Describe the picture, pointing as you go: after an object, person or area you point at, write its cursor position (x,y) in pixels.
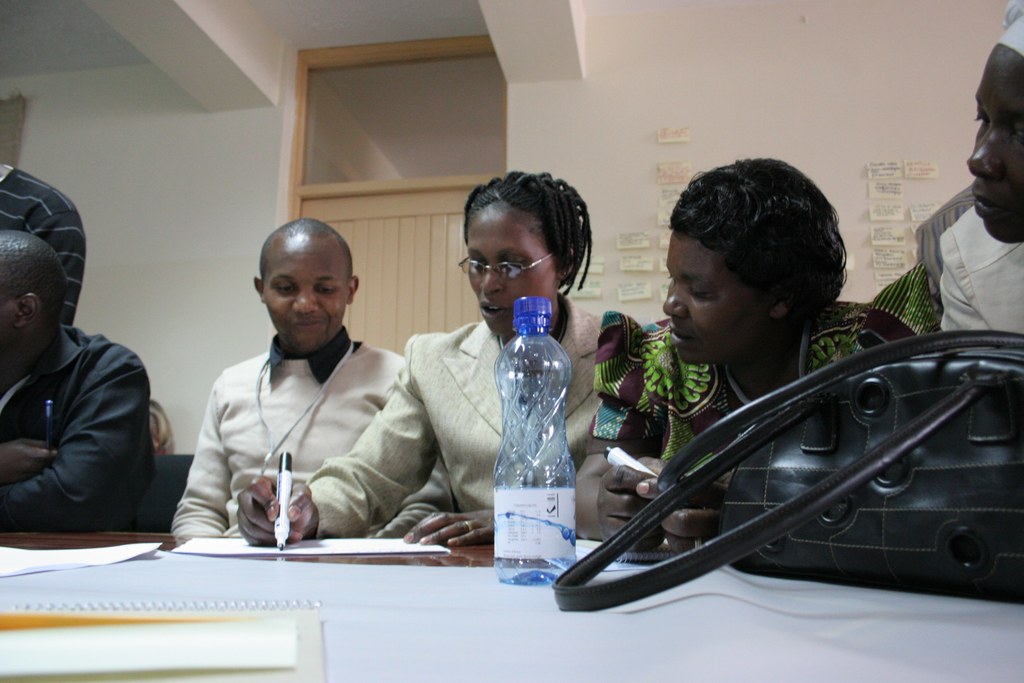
In this image, there is a table (317,588) on that table (878,611) there is a bottle (519,368), there is a black color bag (987,428) and there is a book (265,617), there are some people (303,524) sitting on the chairs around the table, in the background (189,357) there is a white color wall (603,141) and a yellow color door (399,221).
